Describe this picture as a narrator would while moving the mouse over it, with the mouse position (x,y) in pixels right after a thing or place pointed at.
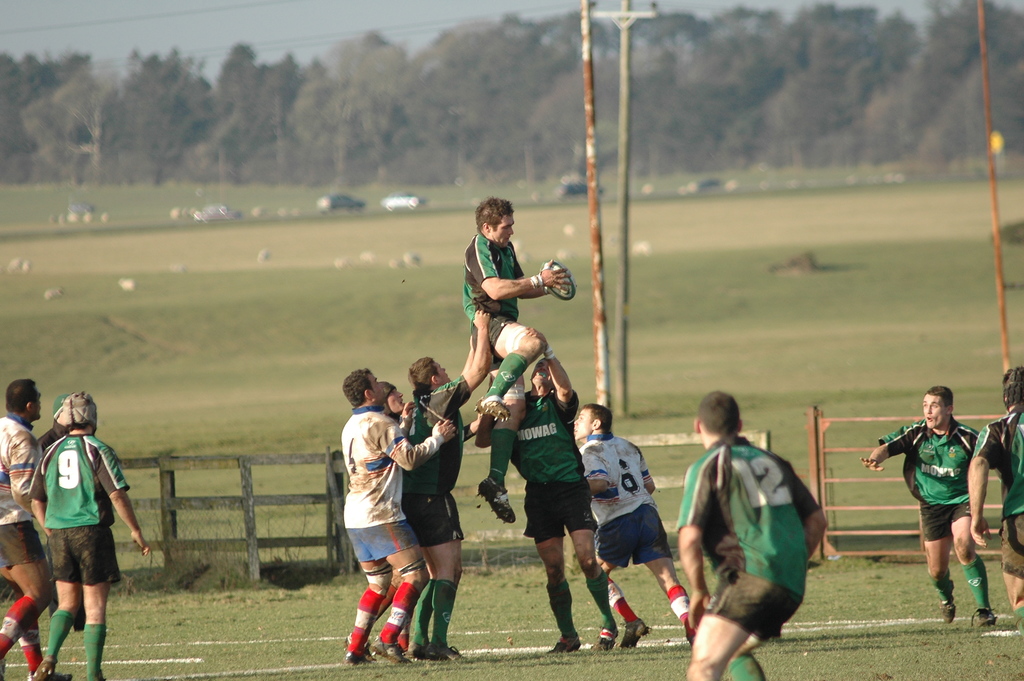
In this image, we can see a group of people (1019,596) are playing a game on the ground (511,646). Here a person (488,307) is holding a ball (556,289) and few people (536,417) are lifting a person (500,337). Here we can see railings (171,505), plants (205,553) and grass (496,598). Background (136,442) we can see a blur view. Here we can see poles (625,207), vehicles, trees (205,124) and sky (139,29).
